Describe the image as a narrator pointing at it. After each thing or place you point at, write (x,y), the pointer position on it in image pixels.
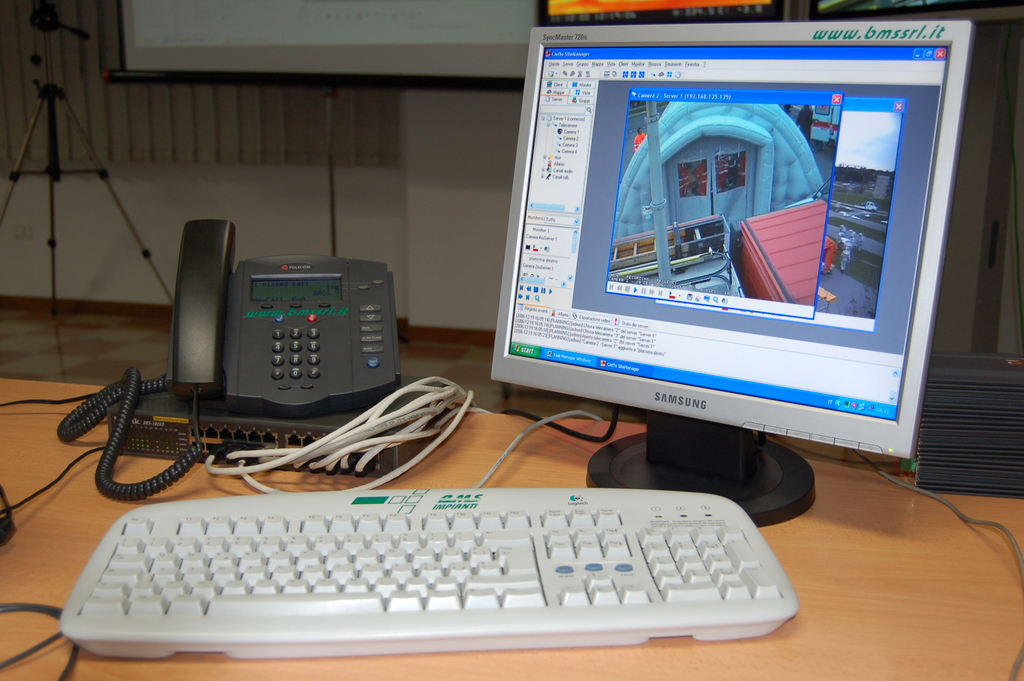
In this image, we can see a monitor (656,295), keyboard (459,539), telephone (255,333), cables (190,462) and there is an other object (179,453) on the table (369,672). In the background (64,129), there is a stand (76,122), board (191,50), some frames (624,6) and a wall (396,178).
